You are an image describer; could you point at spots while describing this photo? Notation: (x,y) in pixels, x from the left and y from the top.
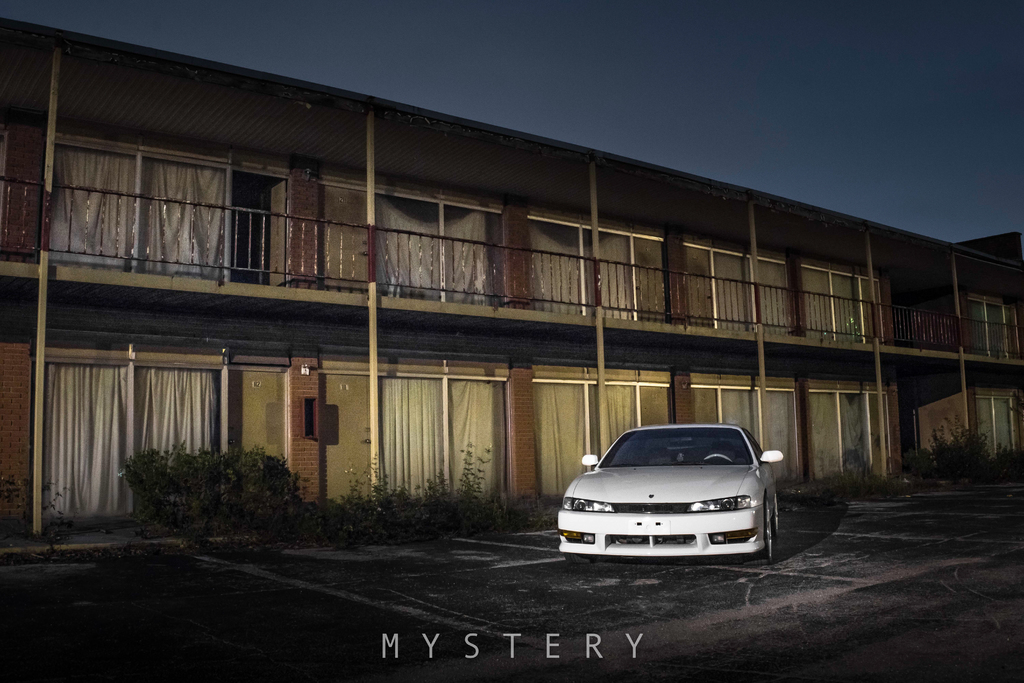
This image is taken during night time. In this image we can see the building (631,268). We can also see a car (741,508) on the path (677,584). Image also consists of plants (459,490). At the top (668,100) there is sky (733,34) and at the bottom (517,656) we can see the text (463,640).
